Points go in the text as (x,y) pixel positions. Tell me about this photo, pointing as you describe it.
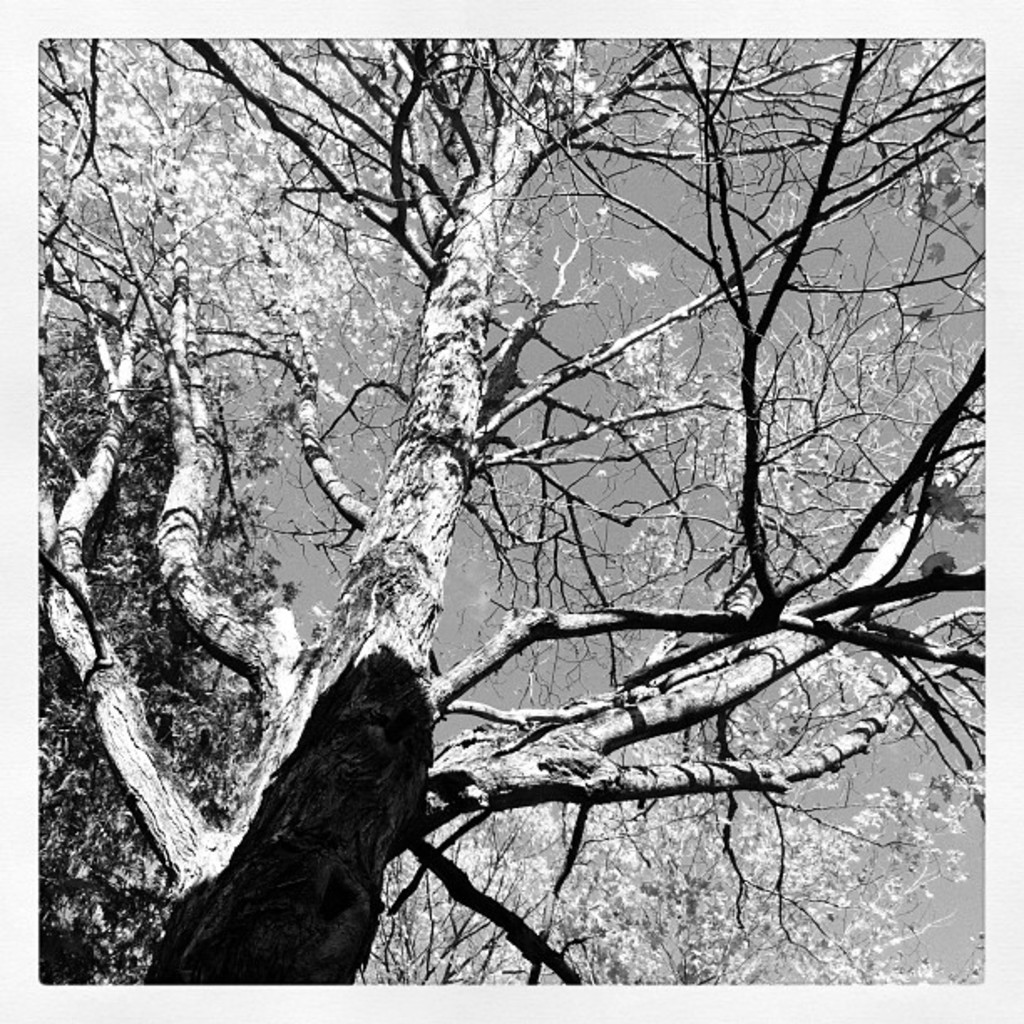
In this picture we can see black and white photograph of the dry tree (468,754). On the top (647,279) we can see the sky (641,322).
